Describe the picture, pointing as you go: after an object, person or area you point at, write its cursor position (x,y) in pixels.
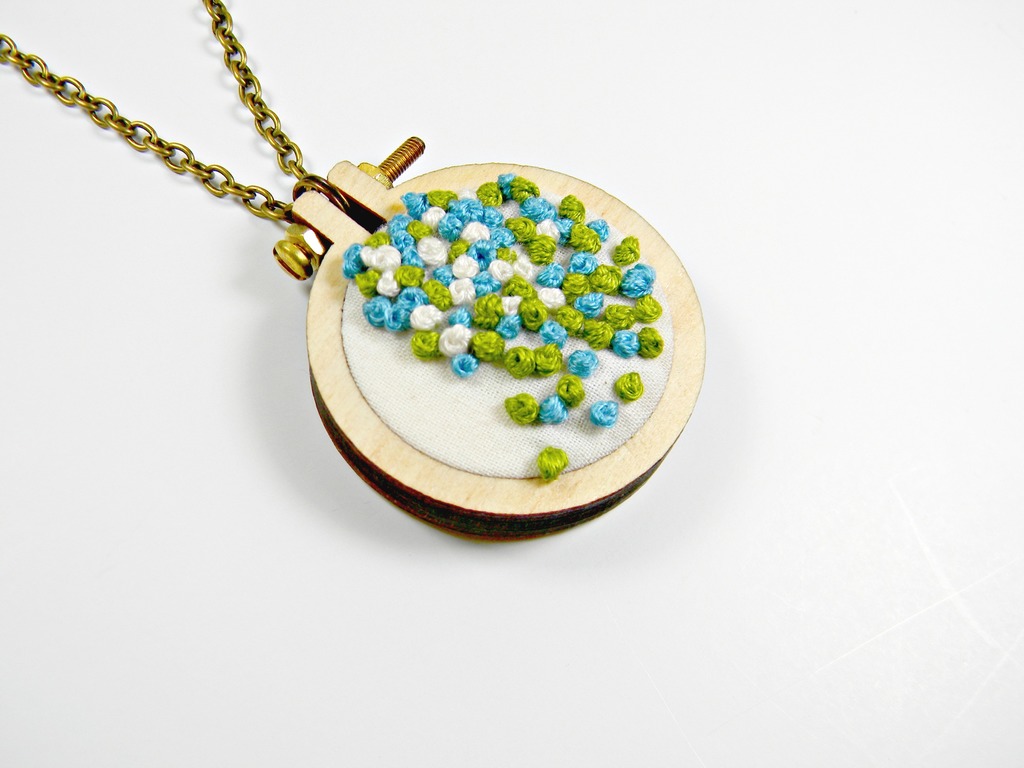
In the image we can see a neck chain (169,157), this is a chain (158,148), brass bolt (281,254) and nut (306,244), and a pendant (409,283).
